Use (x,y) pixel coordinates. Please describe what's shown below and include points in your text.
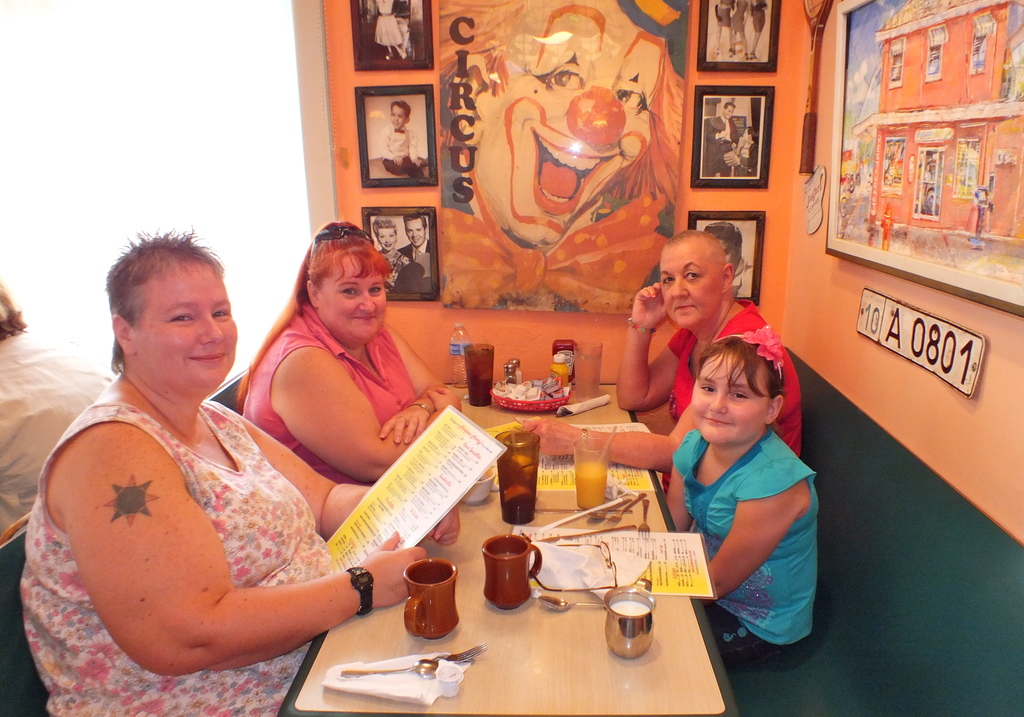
There are three people (386,412) and one girl (713,500) sitting on the couch (827,667). This is the table (504,674) with two cups (511,579), tumblers (498,435), plate (506,397), fork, spoon (560,600), spectacles (597,564), menu cards (406,483), tissue papers (603,577) and few other objects (515,406) placed on the table (577,668). These are the photo frames (719,225), tennis racket (811,138), number plate (887,315) attached to the wall (793,127). At the left corner of the image (56,371) I can see another person (24,400) sitting.
